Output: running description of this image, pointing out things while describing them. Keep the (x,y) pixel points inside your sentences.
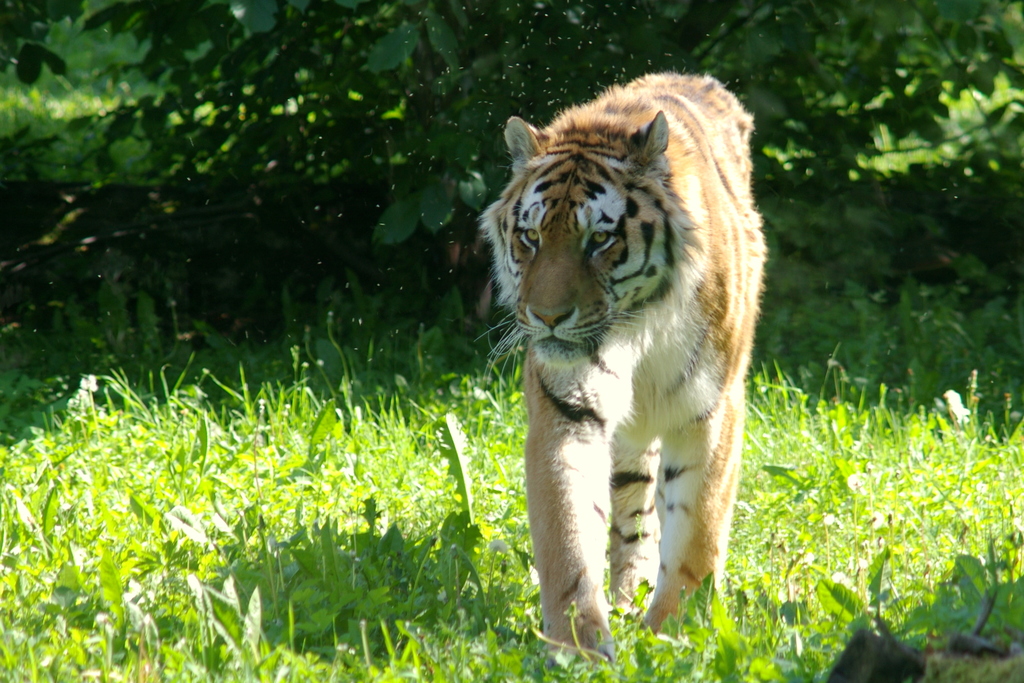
In this image we can see a tiger (584,238) standing on grass (790,388). In the background (770,57) there are plants (667,11).
